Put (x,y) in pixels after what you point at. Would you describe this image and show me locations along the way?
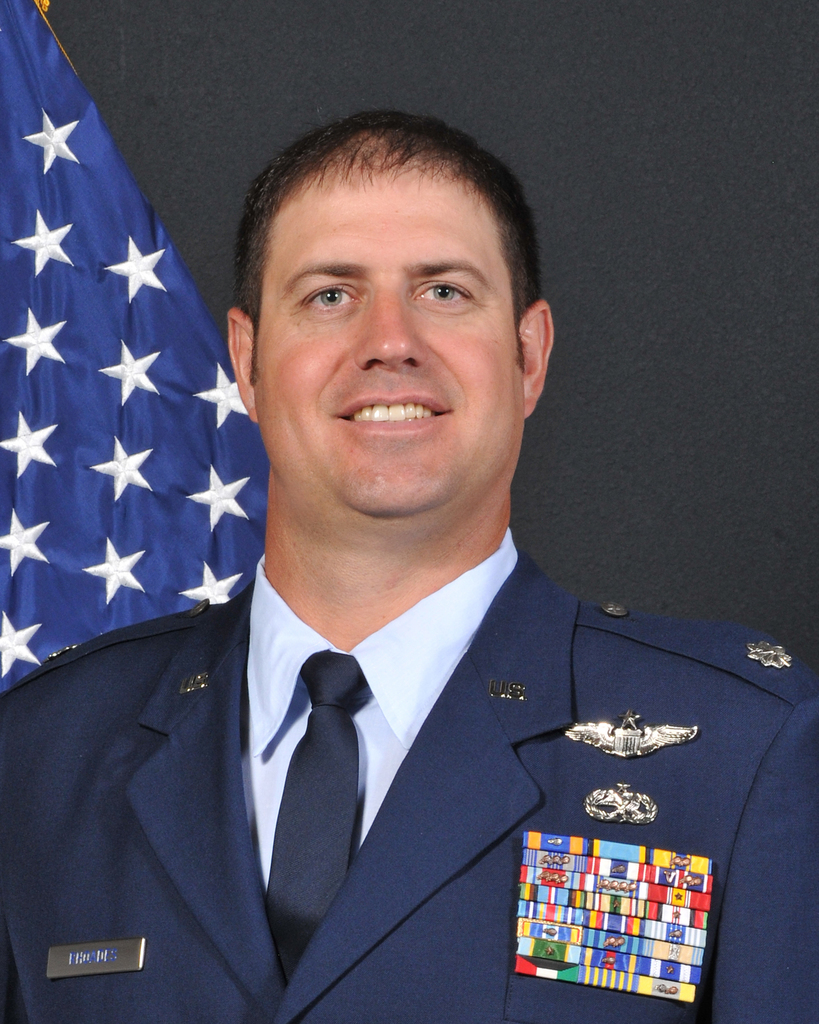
In this image there is a man (386,692). He is smiling. He is wearing a blazer (114,783). There are badges (103,963) on his blazer (123,644). To the left (36,421) there is a flag (75,385). Behind him there is a wall (615,153).
